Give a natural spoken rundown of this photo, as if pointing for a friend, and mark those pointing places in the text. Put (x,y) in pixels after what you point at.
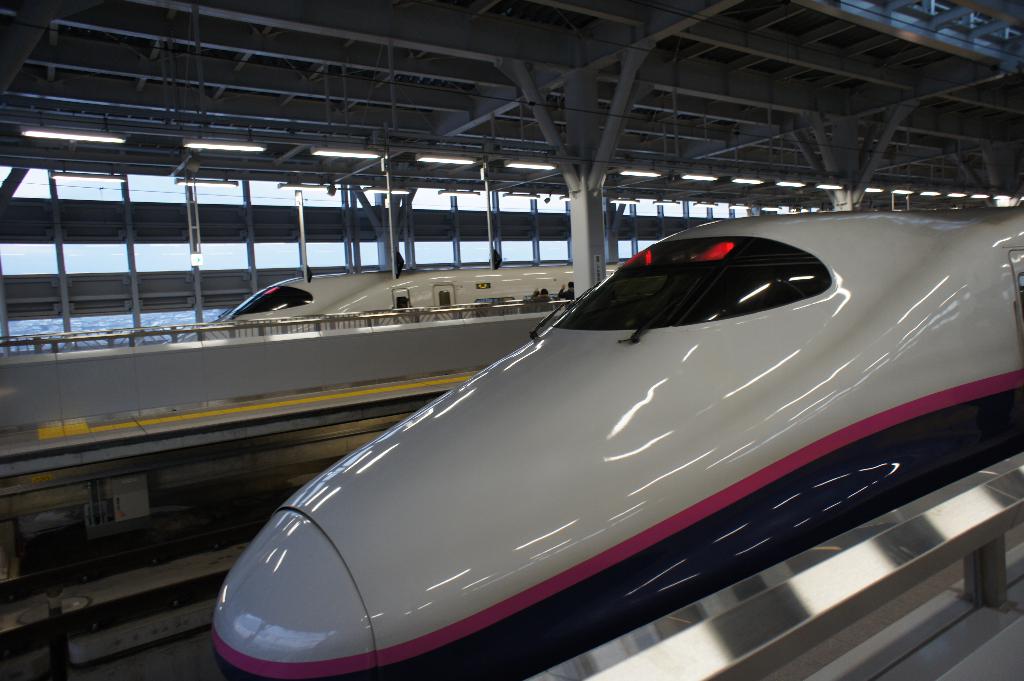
In the center of the image (355,280) we can see two metro trains (410,428), which are in white color. And we can see fences (728,606) and few other objects (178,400). In the background (590,52) there is a roof (744,4), glass (342,261), poles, lights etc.
